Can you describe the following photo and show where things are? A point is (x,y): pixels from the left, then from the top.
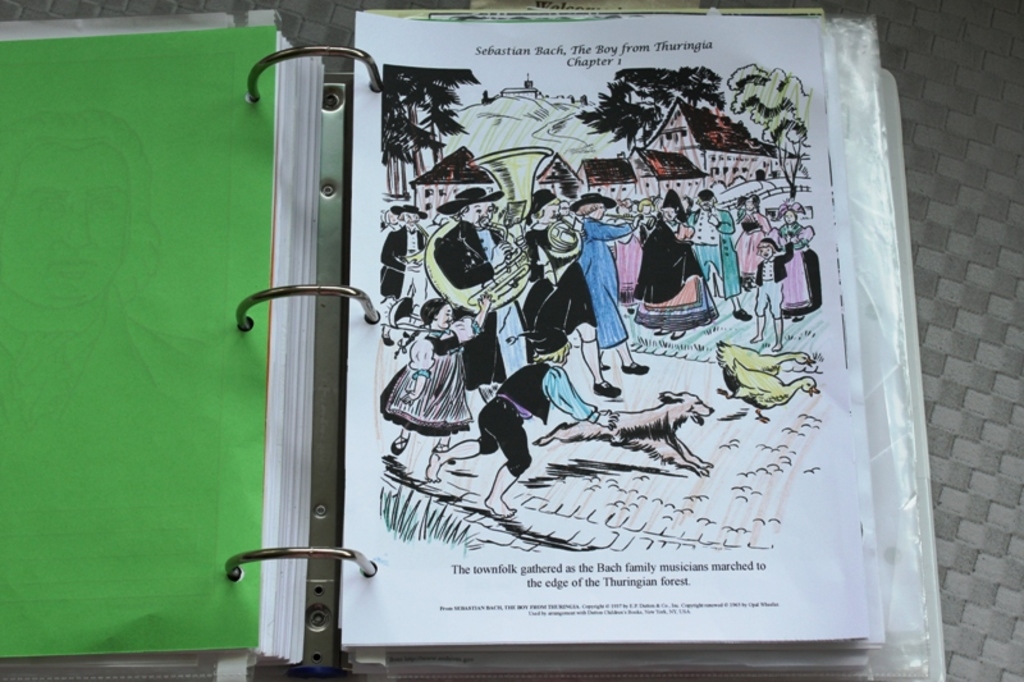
On the platform (73,1) we can see a book (721,120). In this picture we can see the sketch (810,276) on a paper (659,266) and the paper (631,215) is placed in a transparent cover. We can see the people (442,346), trees (706,100), houses (571,173), animals (723,341). At the top (618,60) and bottom portion of the paper (674,305) there is some information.
